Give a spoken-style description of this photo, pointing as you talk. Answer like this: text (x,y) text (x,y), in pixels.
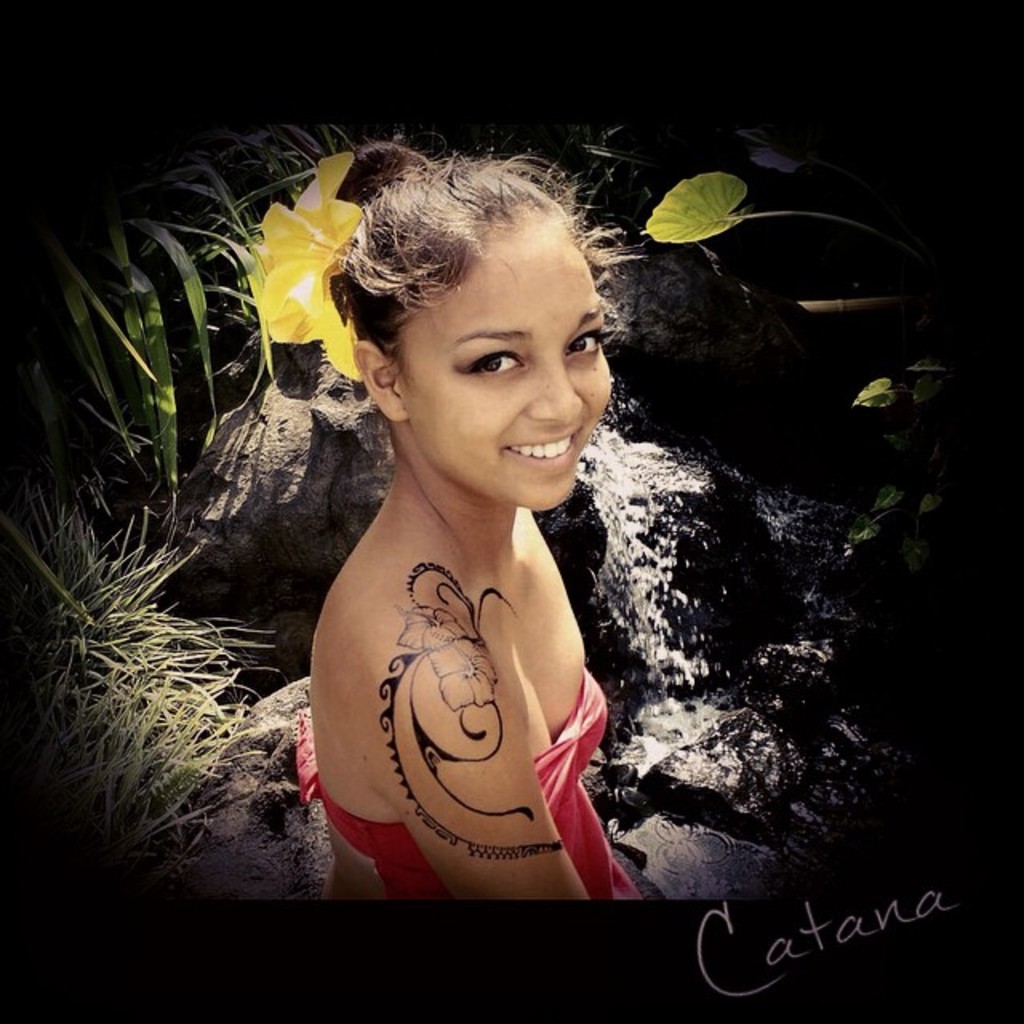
There is a poster (620,900) having an image. In which, there is grass (127,770), plants (678,233), rocks (262,413) and waterfall (640,496). On the poster (682,249), there is a watermark (918,917). And the background of this poster (40,202) is dark in color.
